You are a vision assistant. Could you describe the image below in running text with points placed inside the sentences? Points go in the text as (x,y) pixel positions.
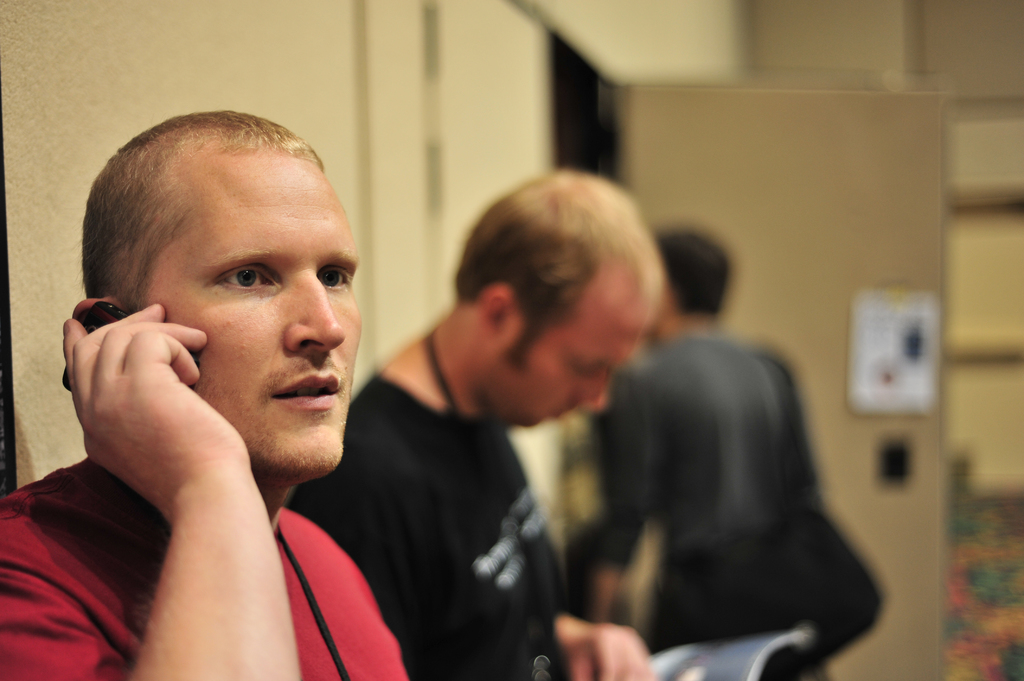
In this image there are people (400,484) standing. To the left side of the image (64,142) there is wall (407,70). There is a door (857,161).
